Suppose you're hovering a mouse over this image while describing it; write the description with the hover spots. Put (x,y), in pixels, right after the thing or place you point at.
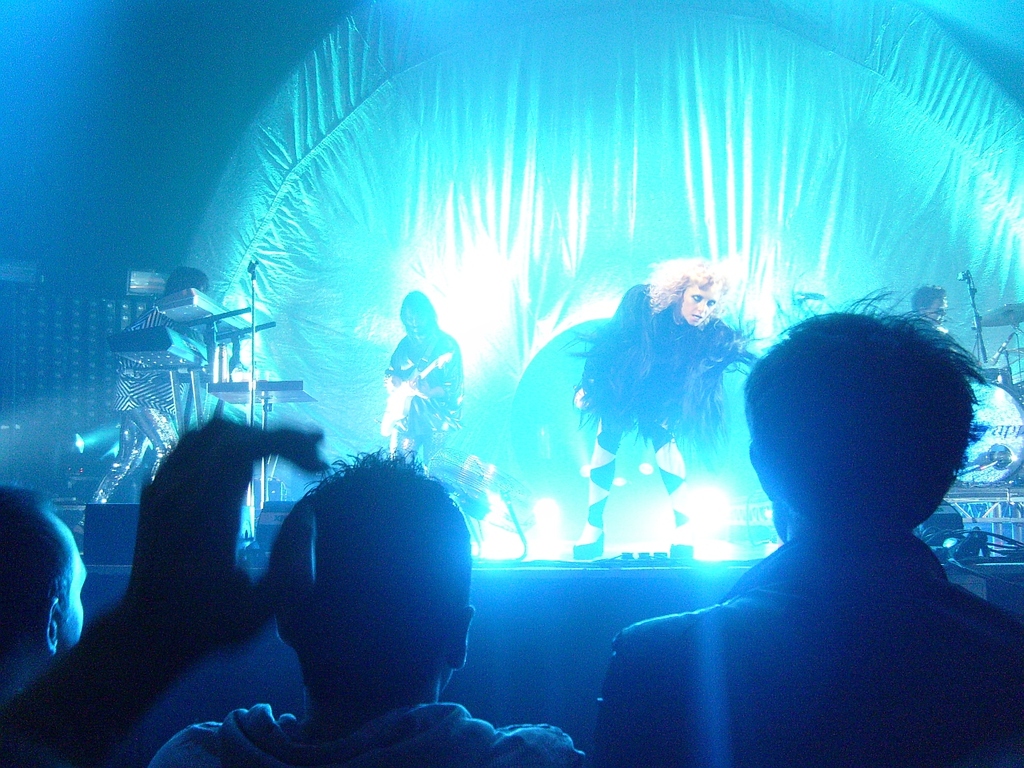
In this image in the front (171,585) there are persons (347,586). In the center (676,439) there are musicians (637,418) performing on the stage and there are musical instruments (1007,434). In the background (435,225) there is a curtain (300,201) and there are lights (658,535).
